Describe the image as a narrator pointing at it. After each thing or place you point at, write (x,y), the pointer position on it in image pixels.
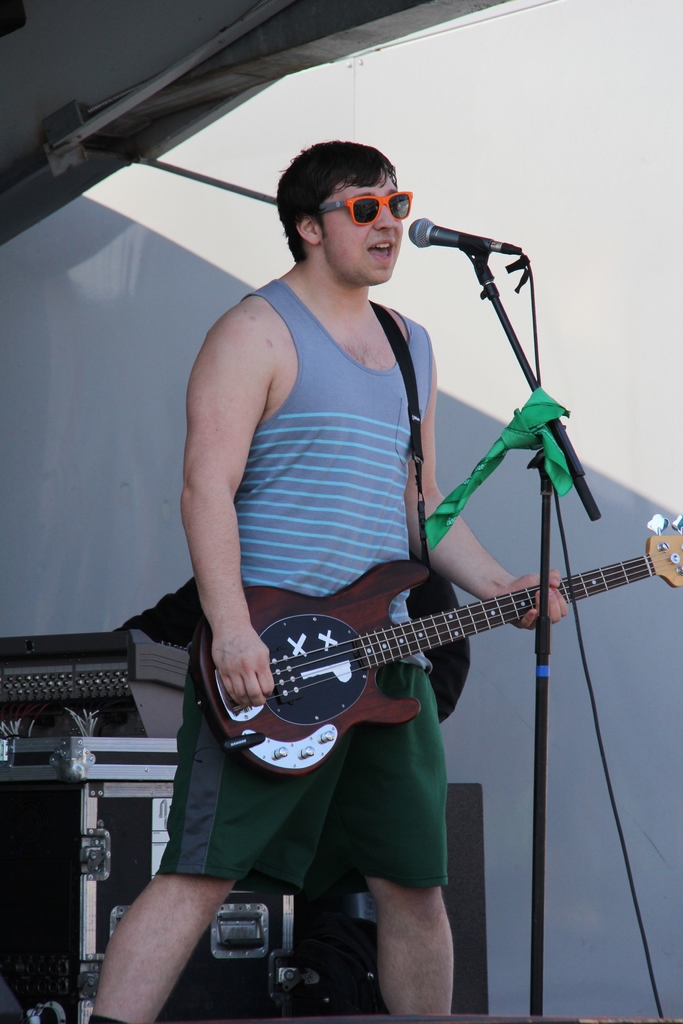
In the image there is a man (319,388) holding a guitar (396,641) and playing it in front of a microphone (423,226). In background (167,445) we can see speakers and a wall (58,497).
